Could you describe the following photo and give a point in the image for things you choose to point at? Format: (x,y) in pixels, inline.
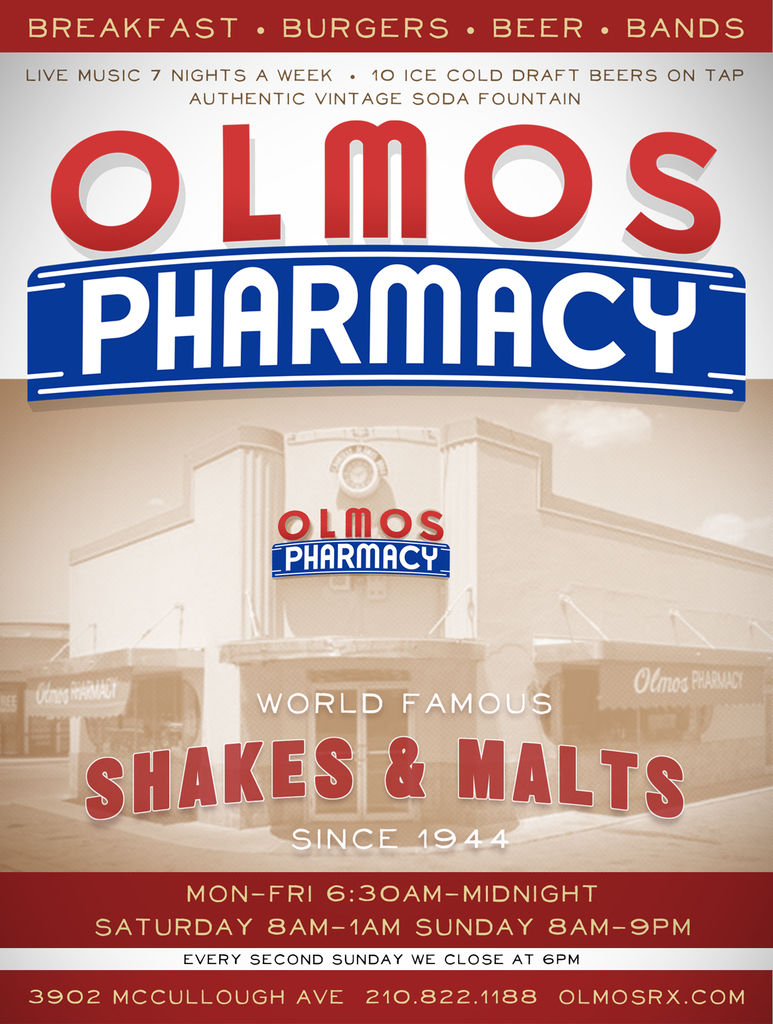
In this picture there is a poster (595,250) and there is a picture (718,596) of a building (586,601) on the poster (536,526) and there is text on the poster (639,826).
